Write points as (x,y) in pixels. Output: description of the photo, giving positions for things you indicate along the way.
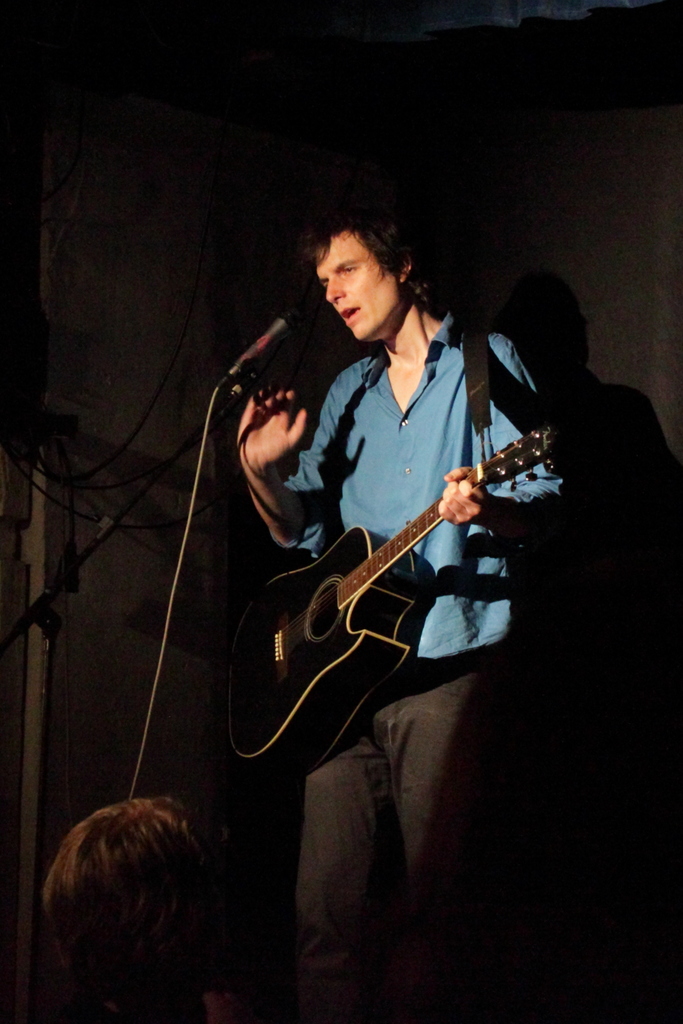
In this image there is a man (415,714) standing and holding a guitar (393,631) and singing a song in the microphone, and in the back ground (152,442) there is dark back ground (304,178).
